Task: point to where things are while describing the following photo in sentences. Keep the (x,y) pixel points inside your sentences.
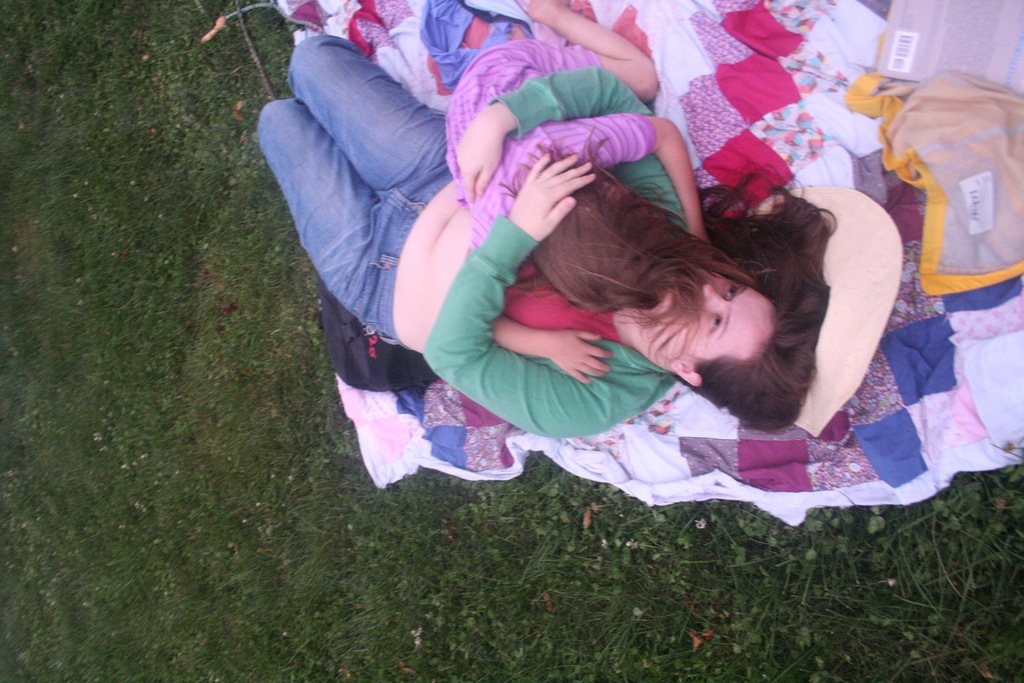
In the picture I can see a woman (723,298) wearing green color T-shirt (529,402) is carrying a child (530,75) and lying on the grass (507,533). Here we can see some objects (995,27).
